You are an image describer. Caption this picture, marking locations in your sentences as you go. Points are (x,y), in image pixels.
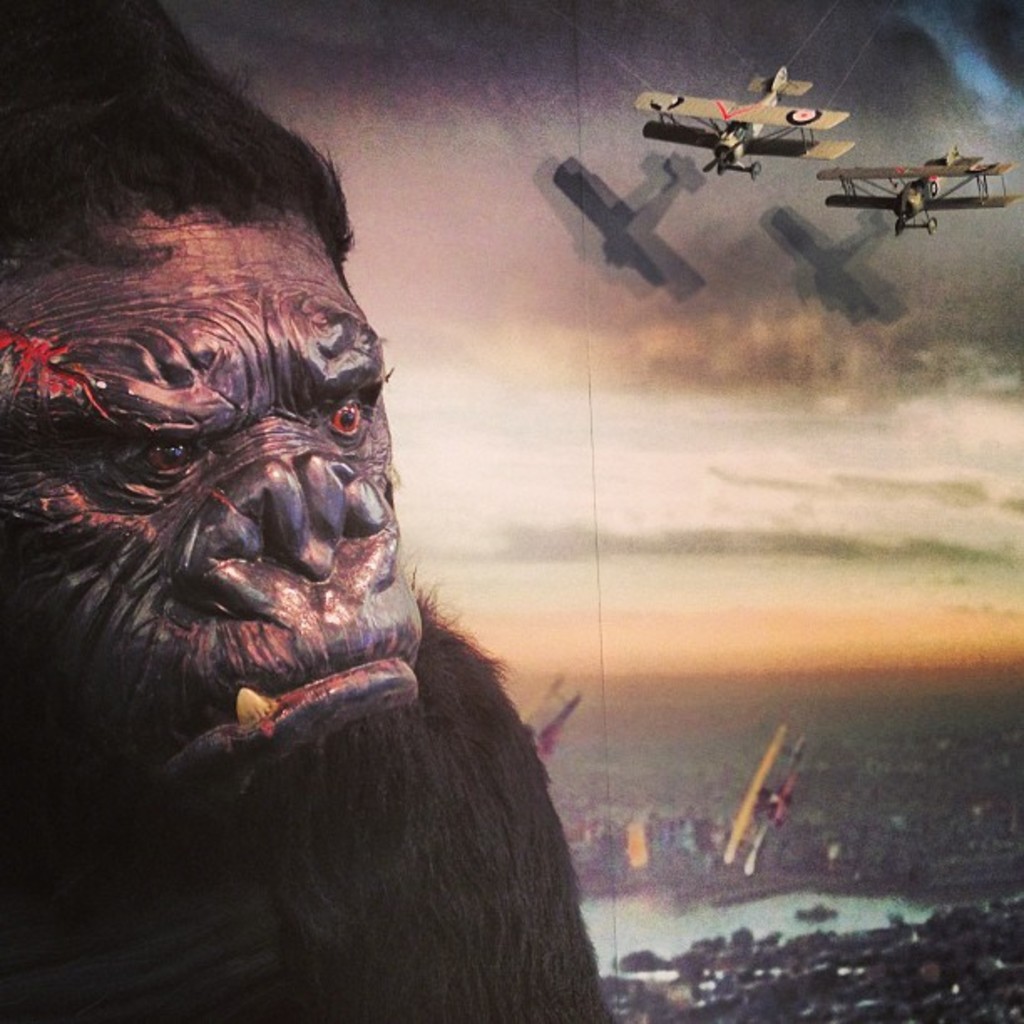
In this picture we can see planes (863,180). On the left side (190,450) we can see an animal (134,570).
